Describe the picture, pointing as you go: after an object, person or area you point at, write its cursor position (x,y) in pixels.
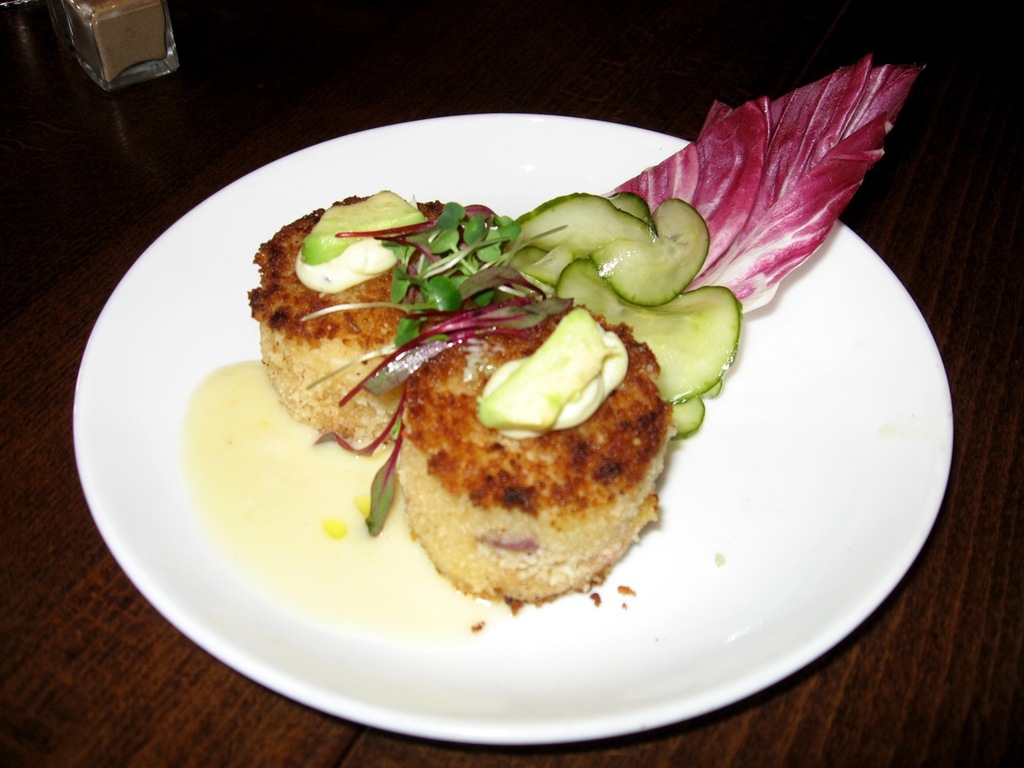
This image consists of cakes (581,449) along with the salad (547,306) kept on a plate (524,681). The plate (552,660) is in white color. At the bottom (517,765), there is a table (128,745). On the left (97,75), we can see a small bottle (127,82). It looks like a pepper bottle (87,47).
